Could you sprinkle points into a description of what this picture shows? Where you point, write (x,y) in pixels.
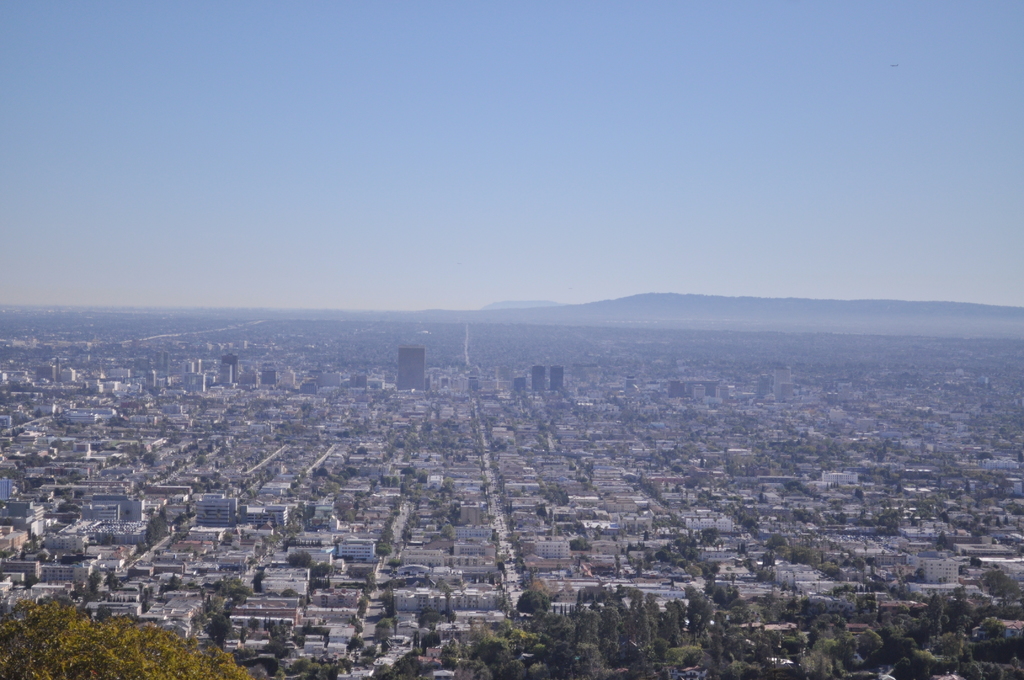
Sky (635,180) is in blue color. Here we can see buildings (471,595) and trees (55,629).
